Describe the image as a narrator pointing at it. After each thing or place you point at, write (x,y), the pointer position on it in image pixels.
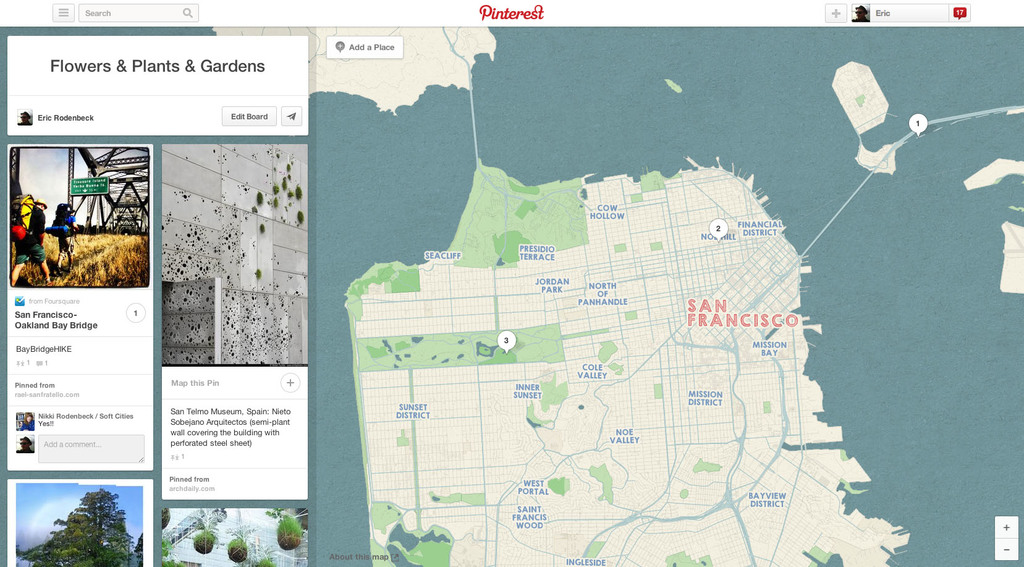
On the right side of the image (913,290) we can see geographical map (719,273). On the left side of the image (106,454) we can see pictures (180,362) and some information (225,486).
